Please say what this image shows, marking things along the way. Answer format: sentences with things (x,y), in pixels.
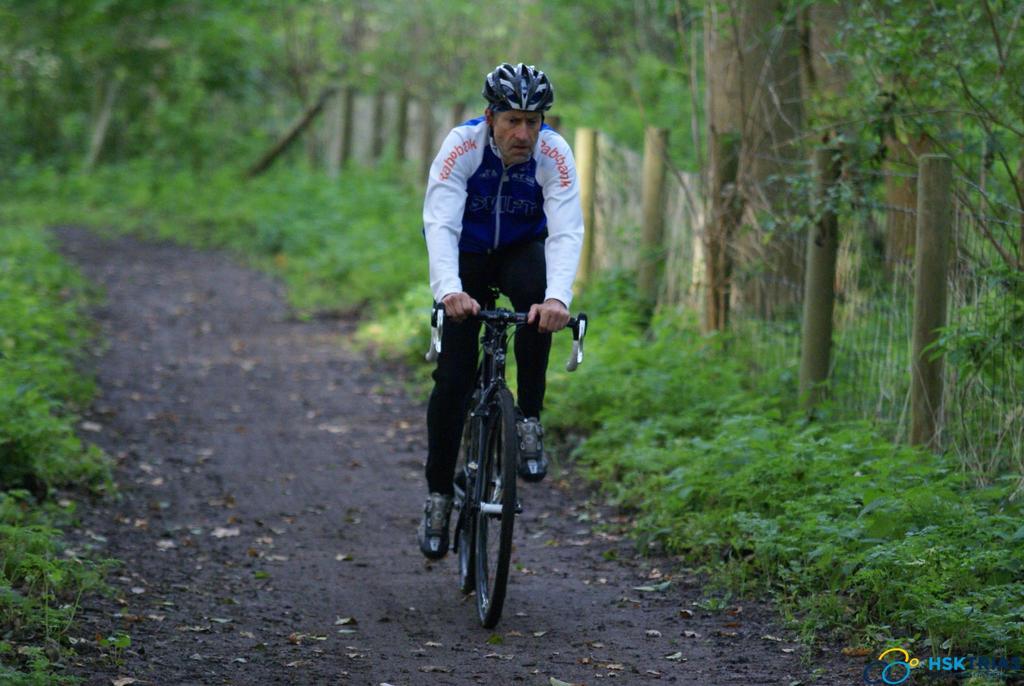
In this picture there is a person (486,247) riding bicycle (494,474). At the back (628,121) there are trees (683,78). On the right side of the image (737,340) there is a fence (405,148). At the bottom (793,625) there are plants (963,636).
